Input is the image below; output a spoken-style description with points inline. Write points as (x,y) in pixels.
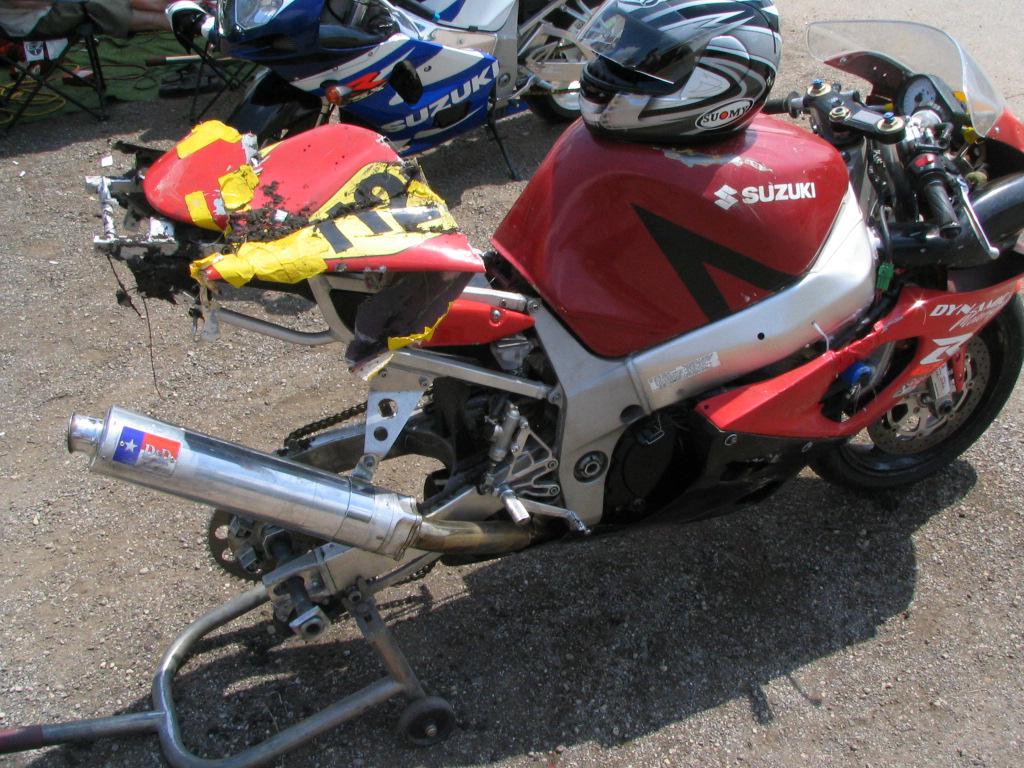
In this picture we can see motorbikes (348,308) on the road (13,451), helmet (657,133) and in the background (33,76) we can see chairs (89,36).
